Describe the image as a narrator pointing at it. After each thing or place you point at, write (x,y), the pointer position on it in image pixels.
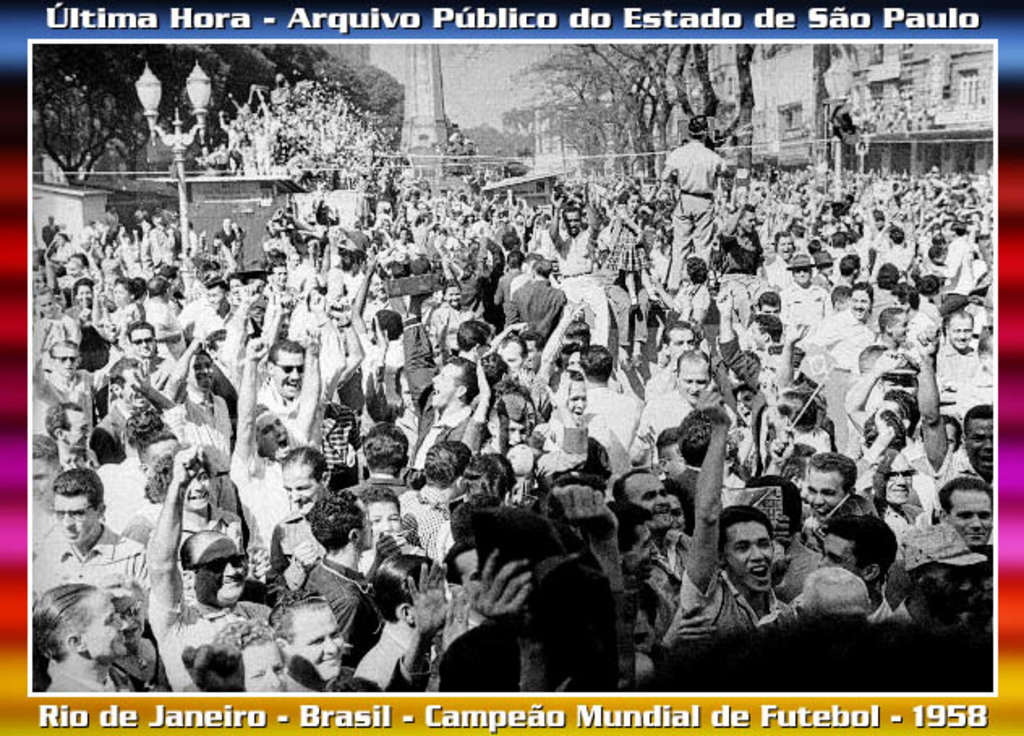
In this image I can see the black and white image of number of persons (502,403) standing on the street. I can see few poles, few trees (368,112) and few buildings (971,72). In the background (472,115) I can see the sky (500,71). I can see few words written on the top (869,20) and bottom of the image (983,714).
